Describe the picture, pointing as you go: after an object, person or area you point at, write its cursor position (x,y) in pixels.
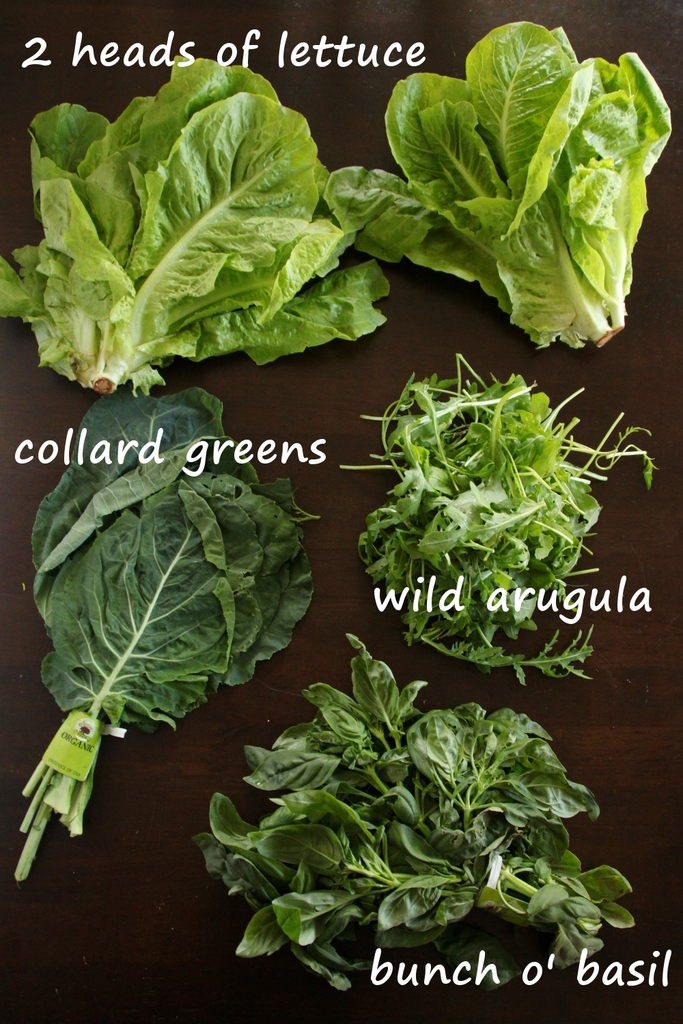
In this image there are two heads of lettuce (409,191) and collard greens (206,536), wild arugula (424,544) and bunch of basil (465,790).
